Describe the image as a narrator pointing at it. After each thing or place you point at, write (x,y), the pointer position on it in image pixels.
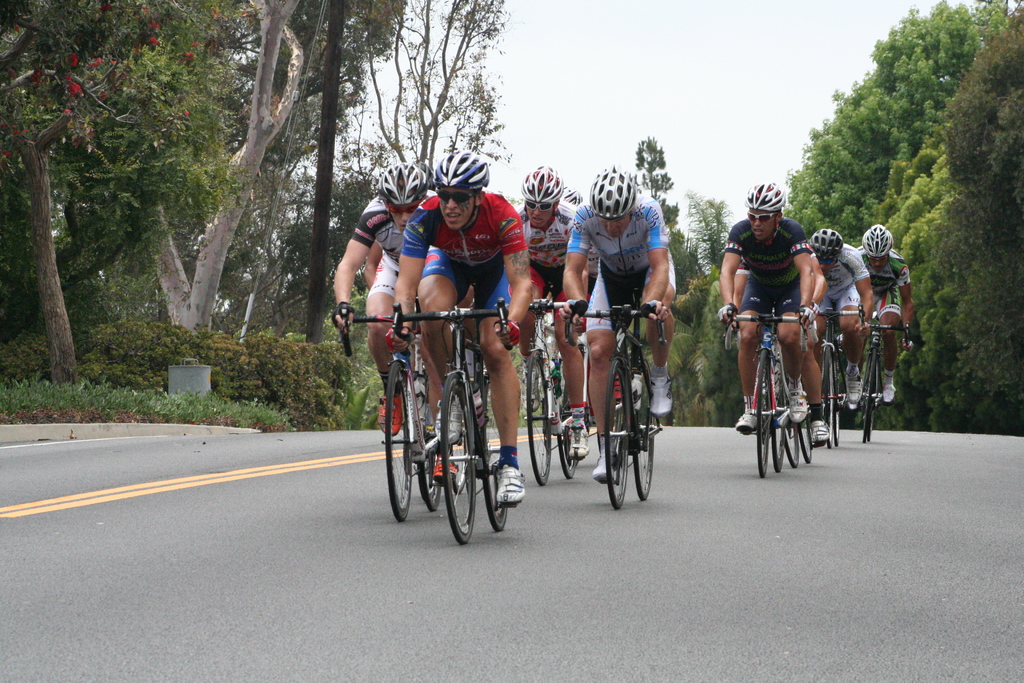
There are group of men (600,300) riding cycle (466,423) on the road (270,529) and on the either side of the road (335,681) there are plenty of trees (996,309) and in the background (665,114) there is a sky (664,112).
